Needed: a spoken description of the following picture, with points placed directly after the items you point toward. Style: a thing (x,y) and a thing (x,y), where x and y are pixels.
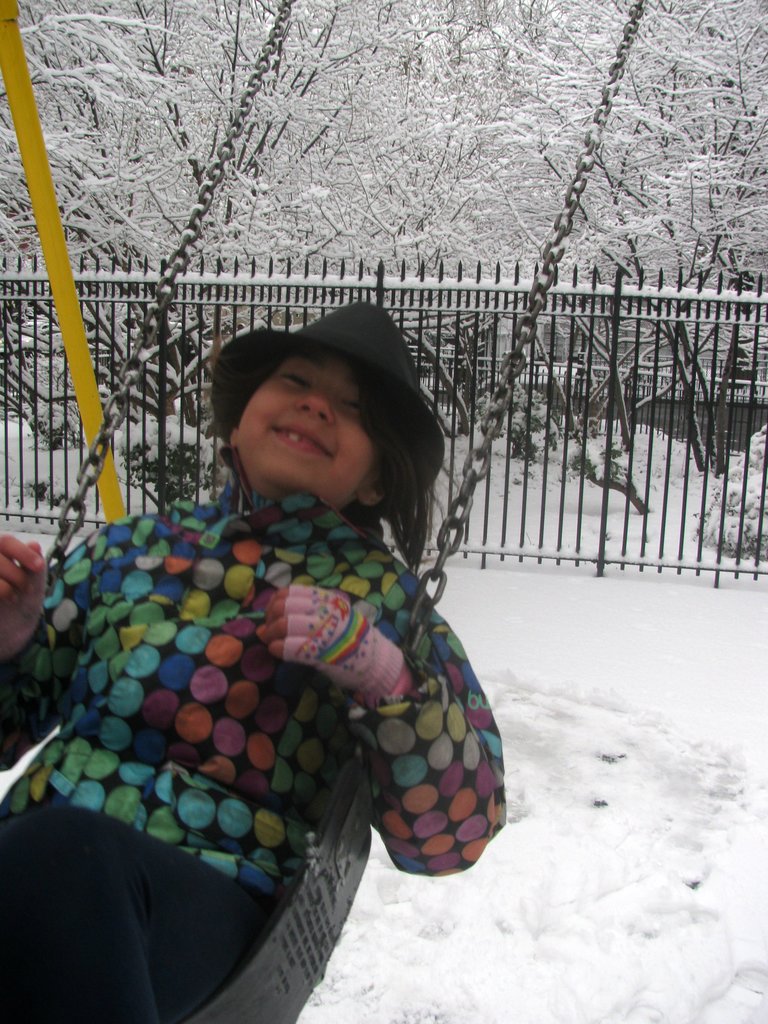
There is a child (218,624) wearing gloves (300,611) and hat (288,336) is on a swing (281,990). Chains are attached to the swing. On the ground (602,687) it is snow (643,768). In the background (239,317) there are trees (621,379) and railings (551,405).
